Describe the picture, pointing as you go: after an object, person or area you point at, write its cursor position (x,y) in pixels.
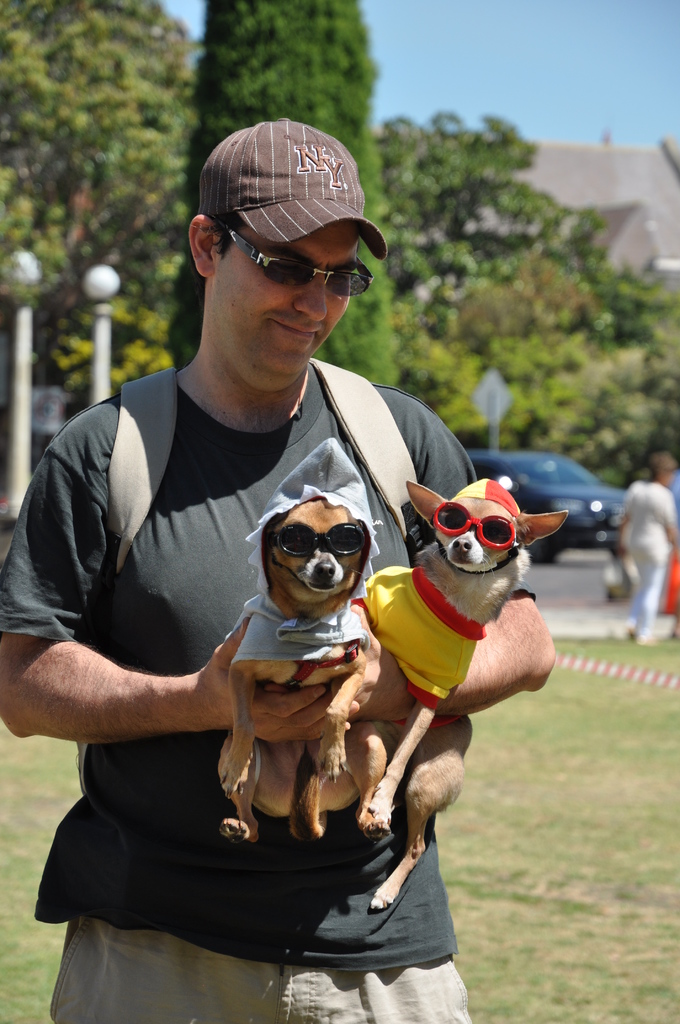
This picture shows a man (268,375) who is wearing a spectacles (273,257) and a cap (275,198) on his head (291,254), holding two dogs (350,761) in his hands (213,694). He is carrying a bag (149,448) on his shoulders (149,439). In the background (596,547) there is a car (558,489), trees (546,361) and some buildings (568,190) here. We can observe a sky (496,55) here.
